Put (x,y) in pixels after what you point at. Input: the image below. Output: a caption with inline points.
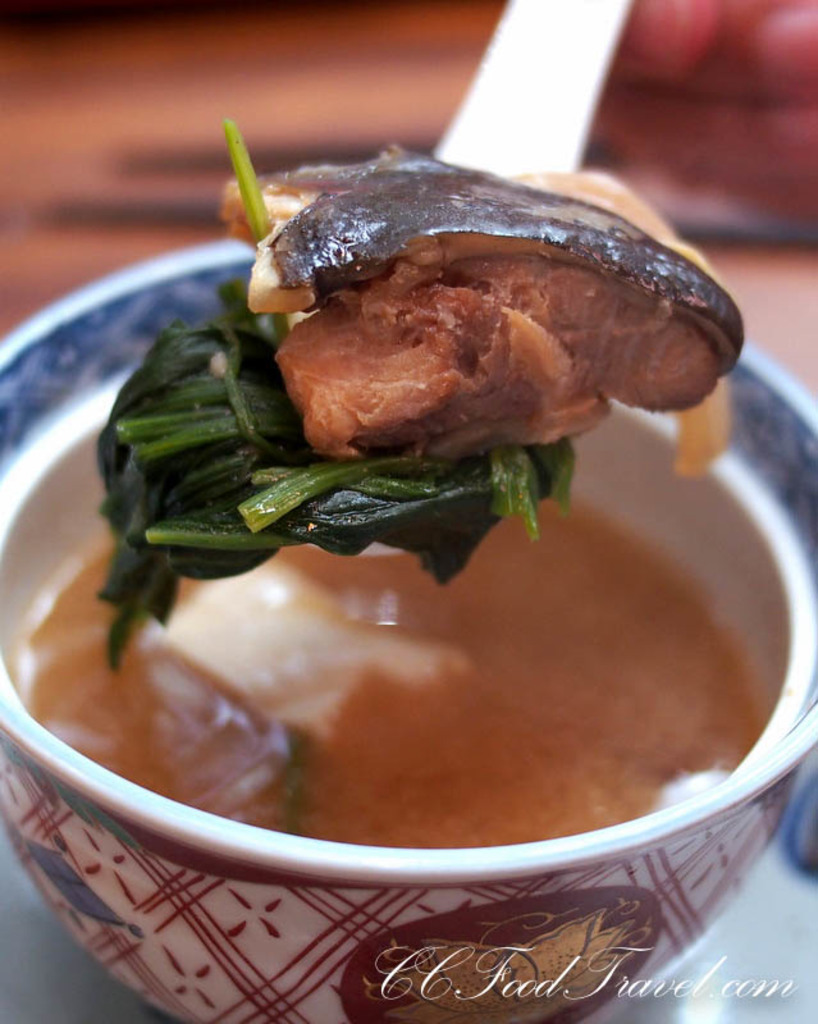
In this image there is a bowl (746,376) in that bowl (631,453) there is a food item (625,657) and there is a spoon (547,63), on that spoon (582,29) there is a food item (478,383), in the background (757,201) it is blurred.
